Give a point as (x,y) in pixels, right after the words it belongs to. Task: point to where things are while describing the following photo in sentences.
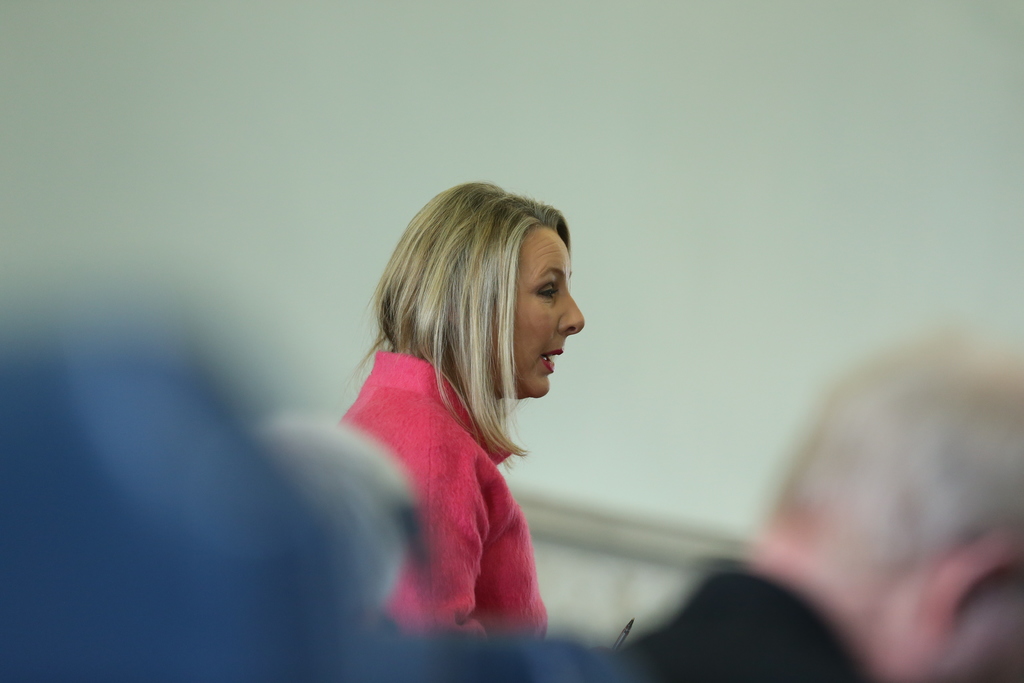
In this picture we can see there are people (504,534) and behind the people (472,401) there is a wall (647,206).
